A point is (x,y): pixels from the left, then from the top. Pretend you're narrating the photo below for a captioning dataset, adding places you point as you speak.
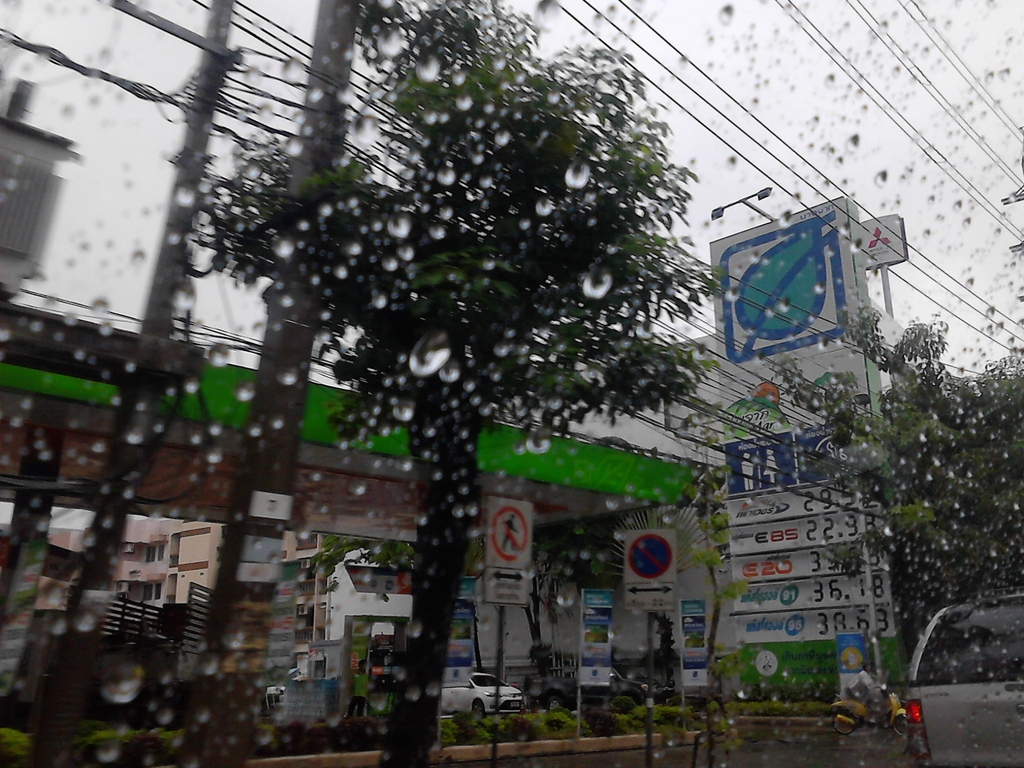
Front portion of the image we can see water droplets (603,266), trees (506,360), poles (141,10), cables (680,104) and vehicles (849,707). Background (979,168) portion of the image we can see open-shed (539,466), buildings (154,534), signboards (644,561), bushes (290,744), people (357,692), light pole (713,212), board (803,221), sky (594,4) and things (399,627).
